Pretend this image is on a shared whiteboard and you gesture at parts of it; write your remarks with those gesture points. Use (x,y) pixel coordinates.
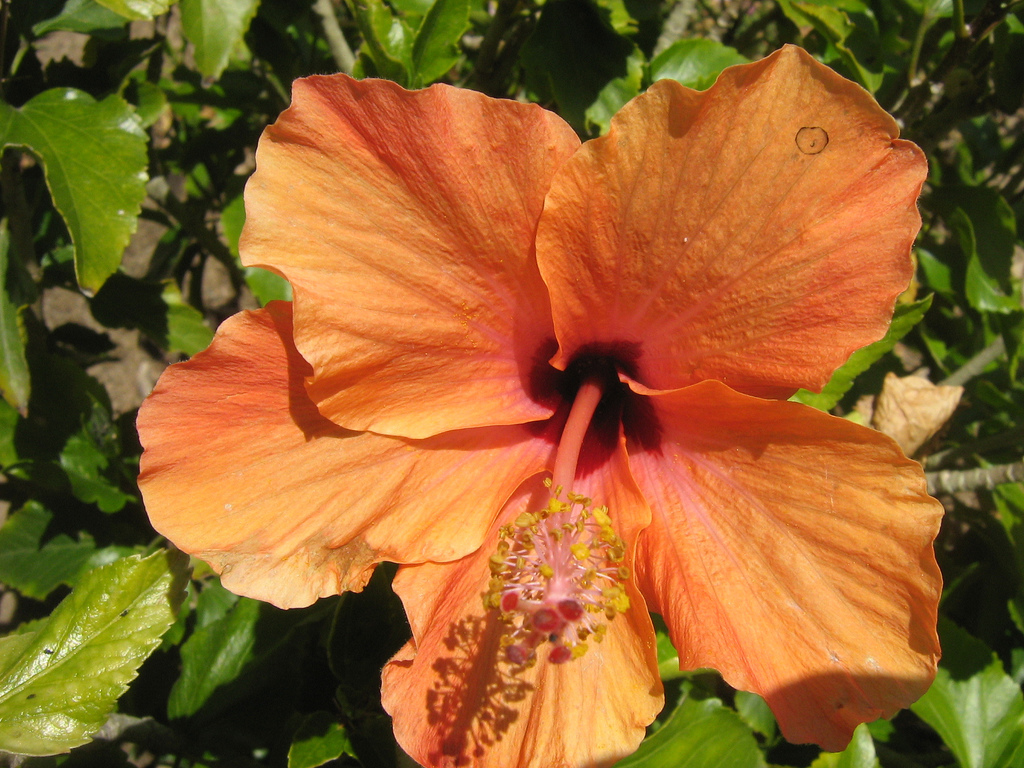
Here we can see plants (67,15) with a flower (559,354).
